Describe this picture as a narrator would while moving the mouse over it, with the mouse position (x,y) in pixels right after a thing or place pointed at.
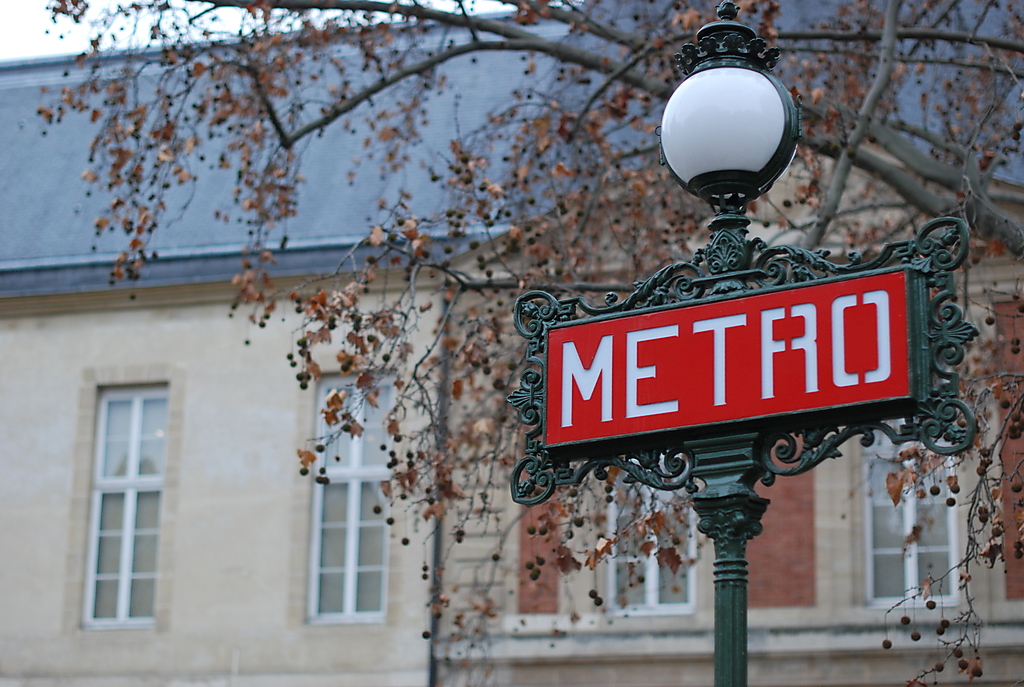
In the foreground (805,281) I can see a light pole (728,436) and board (717,374). In the background (592,276) I can see a tree (649,228), house (244,439) and windows (326,545). On the top left (87,26) I can see the sky (175,36). This image is taken during a day.
